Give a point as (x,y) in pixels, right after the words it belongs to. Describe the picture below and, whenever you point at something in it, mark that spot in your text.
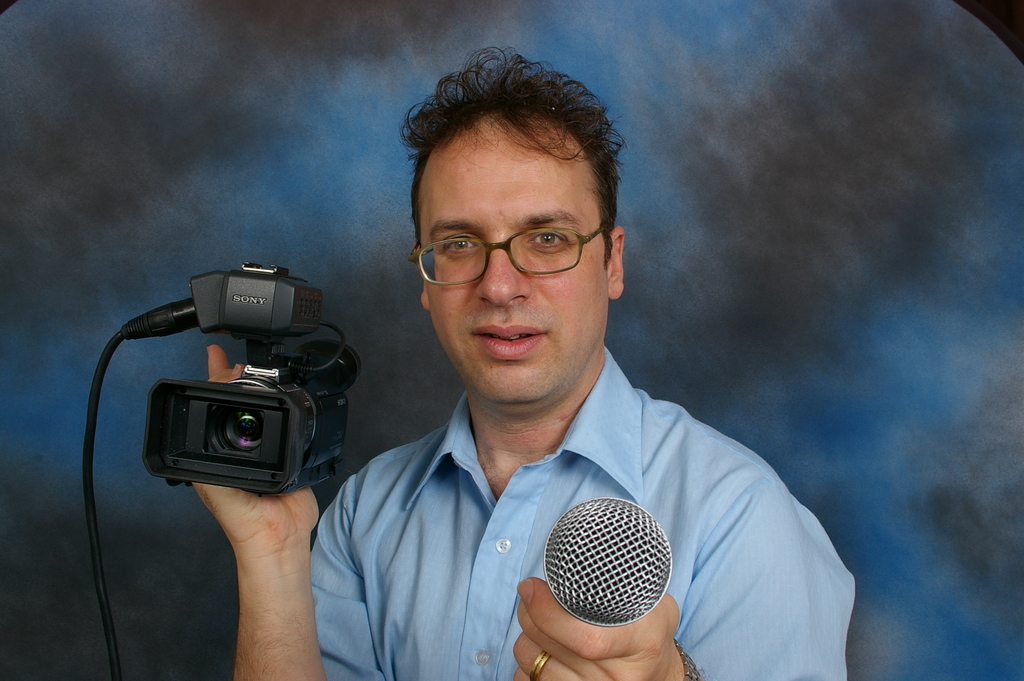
In this image i can see a man (523,459) holding a microphone (596,512) and a camera (258,414).
